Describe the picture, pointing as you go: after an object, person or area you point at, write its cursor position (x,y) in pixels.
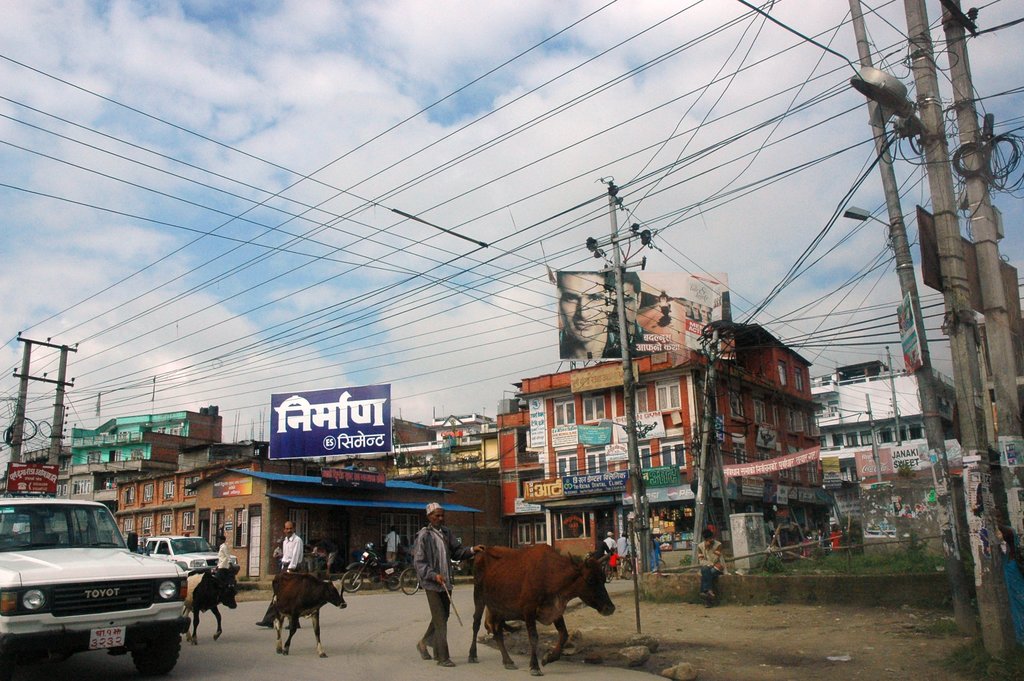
In this image I can see the vehicles (74,588), few people (433,627) and the animals (308,605) on the road (410,595). On both sides I can see the poles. In the background (122,518) I can see many buildings (231,508) with boards (519,507), clouds (396,228) and the sky (341,152).
